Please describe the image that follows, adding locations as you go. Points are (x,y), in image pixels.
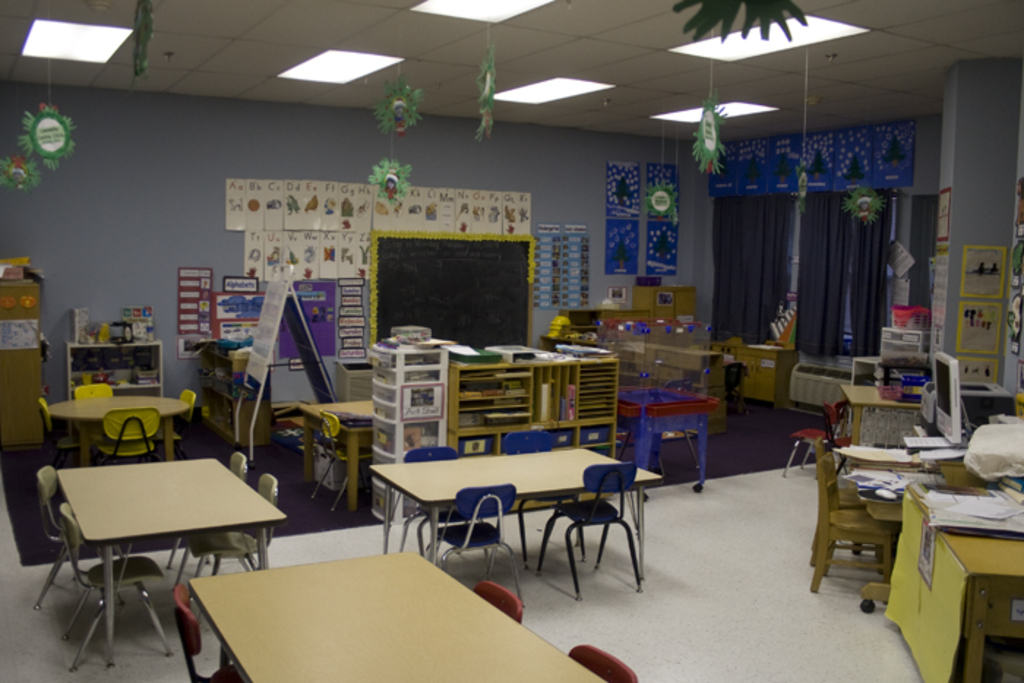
In this image I can see many tables (378,682) and chairs (542,438), in front (578,549) the chairs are in blue color. Background (576,416) I can see few papers (511,373), books (566,395) in the cupboard (457,376). Background (231,240) I can see few papers (248,233) attached to the wall (167,228) and the wall (167,228) is in gray color. I can also see a black color board (420,287), right side (957,375) I can see a system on the table (1012,557).
